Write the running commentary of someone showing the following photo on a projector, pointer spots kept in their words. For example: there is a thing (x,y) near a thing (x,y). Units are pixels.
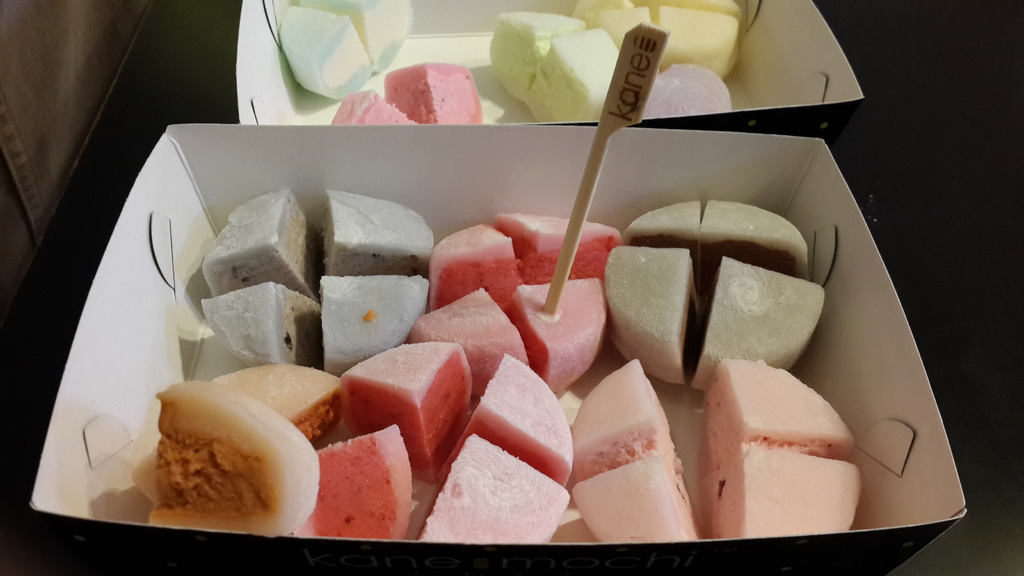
In this picture, we see the sweet boxes (445,38) containing the sweets (455,342). In the middle (582,202), we see a wooden pick (587,167). In the background (972,231), it is black in color. On the left side (55,71), it is grey in color.
